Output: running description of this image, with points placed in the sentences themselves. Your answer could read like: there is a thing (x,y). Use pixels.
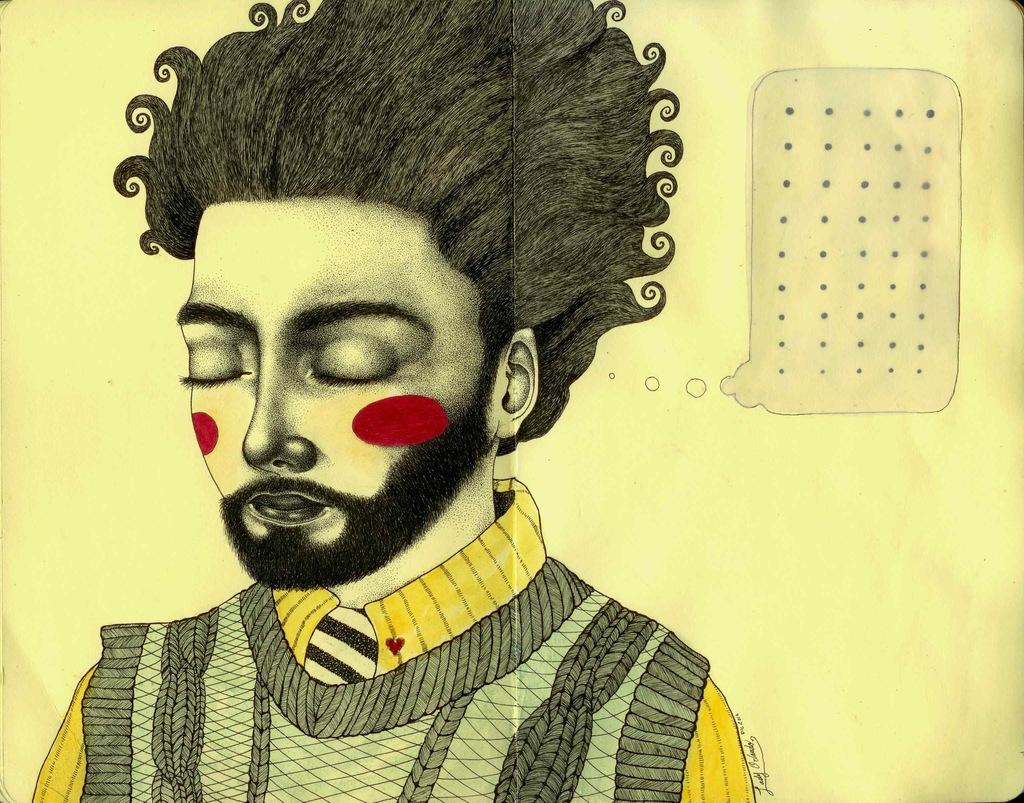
This is an edited image in which there is a person (291,549) in the foreground (300,527), in the background (761,411) there might be the wall (10,280), on the wall (722,193) there is an object (818,151) visible.
